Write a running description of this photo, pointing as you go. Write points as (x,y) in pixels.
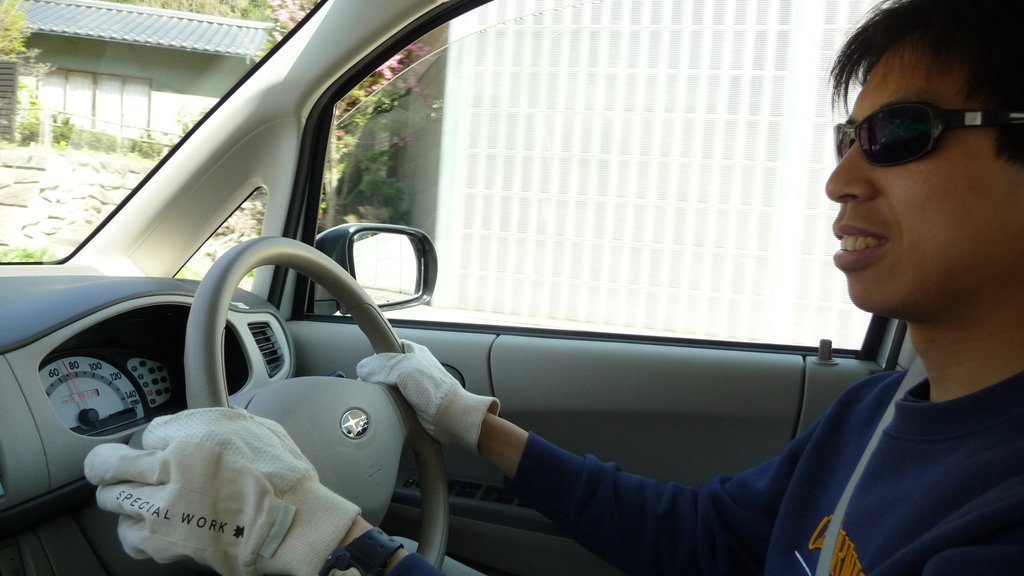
Here in this picture we can see a man (882,222) sitting in a car (604,562) and we can see gloves (457,421) on his hands (307,458) and he is holding the steering (215,289) and we can see he is wearing goggles (877,136) and smiling and in front of him we can see dashboard (133,348), on which we can see speedometers (128,384) and we can also see windshield (201,97) and we can see side mirror (345,260) present on the car (352,238) and through the wind shield (122,131) we can see a house (213,102) present and we can also see plants (18,99) and trees (24,82) present on the ground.
